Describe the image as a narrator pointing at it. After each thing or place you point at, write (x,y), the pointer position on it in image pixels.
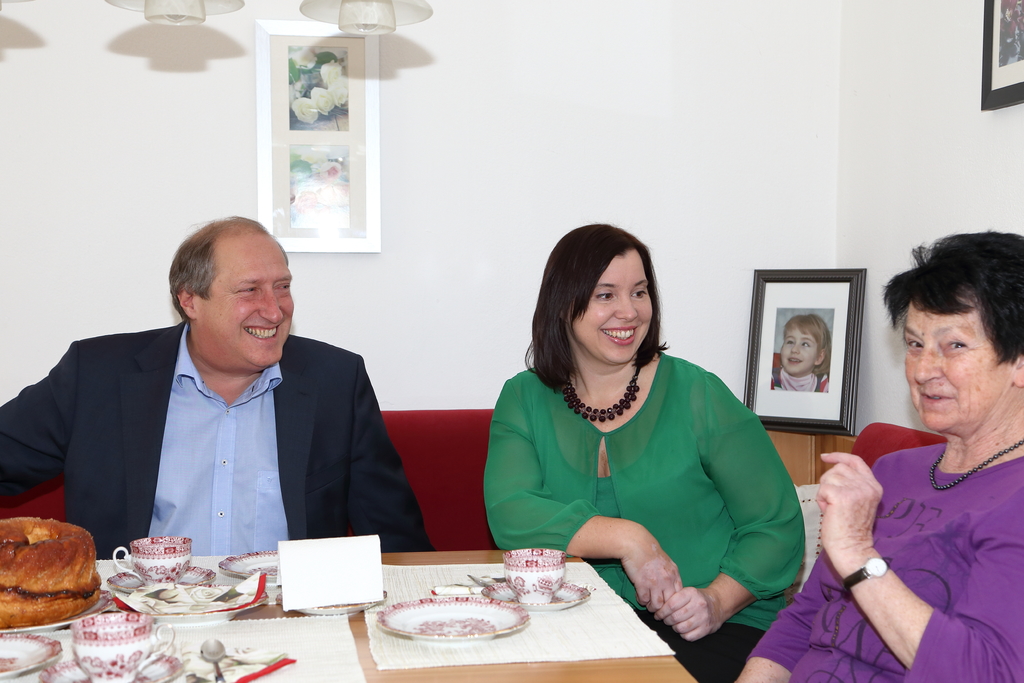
Here we can see three persons (584,526) are sitting on the sofa (449,486). This is table (559,667). On the table (492,674) there are plates (581,590), cups (559,584), spoons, and some food (70,580). On the background (534,154) there is a wall (562,141) and these are the frames (768,300).
